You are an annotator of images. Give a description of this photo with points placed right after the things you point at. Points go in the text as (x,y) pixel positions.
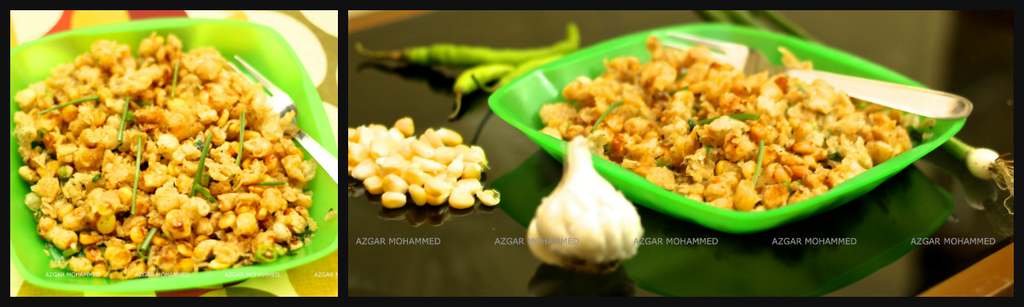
This is an edited image it has plate (315,213), food (297,171), fork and garlic (583,160) on the table (411,90).
